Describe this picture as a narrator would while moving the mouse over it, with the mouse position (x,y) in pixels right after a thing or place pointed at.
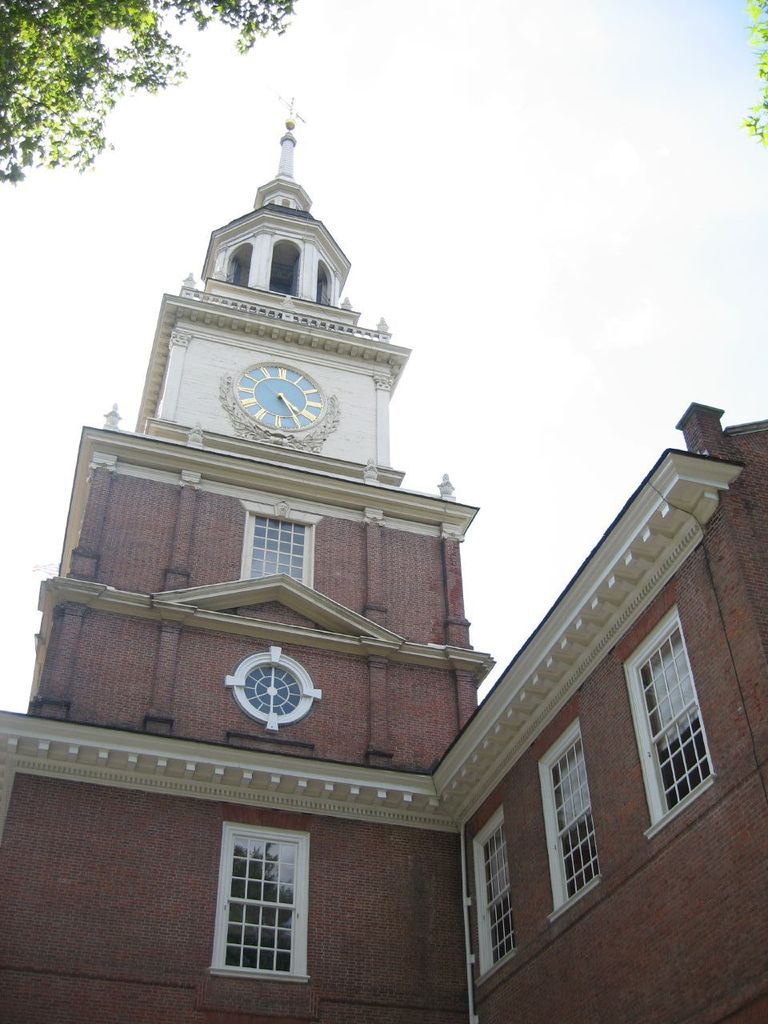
In this picture we can see a building (171,453) with a clock (270,381), windows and in the background (32,257) we can see leaves (6,93) and the sky (463,135).
